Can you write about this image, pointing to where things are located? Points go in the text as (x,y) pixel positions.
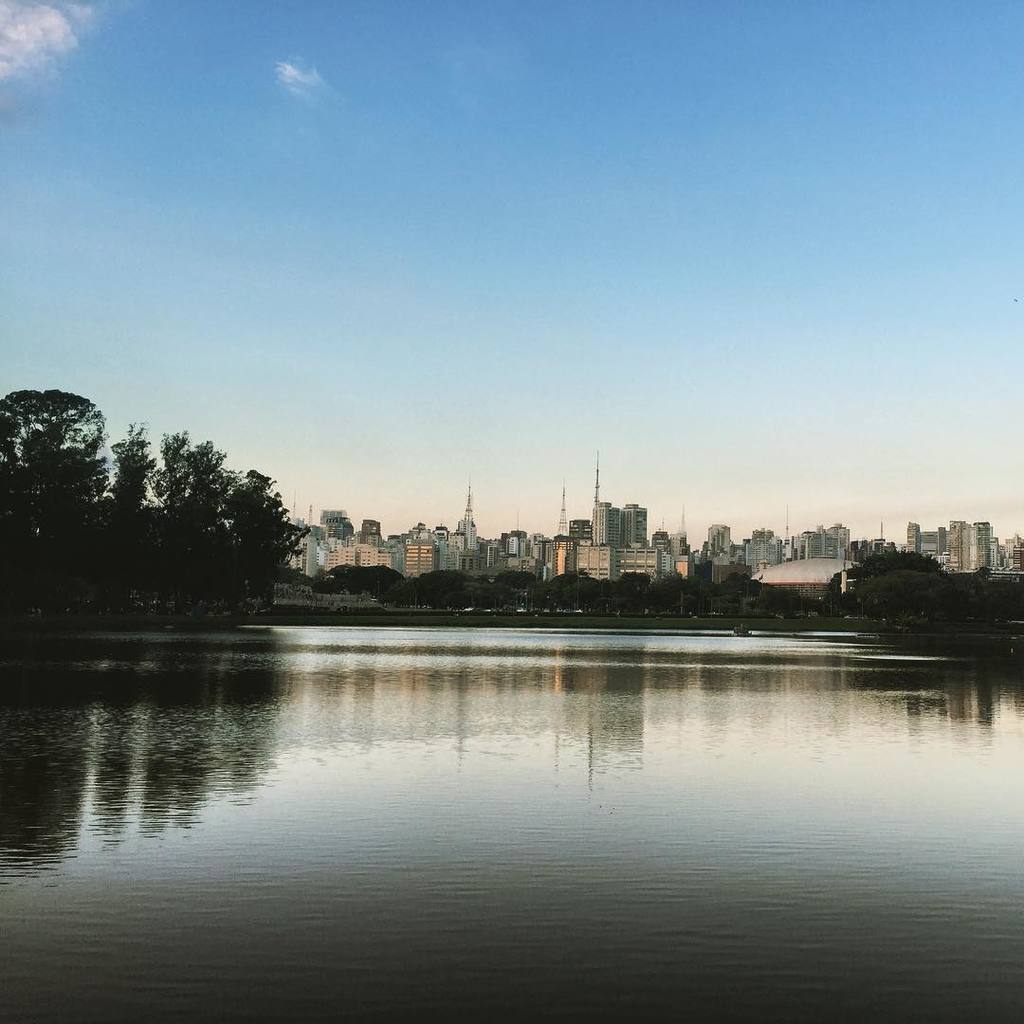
In this picture we can see a river (534,733). There are many buildings (506,545) and trees (163,489) in the middle of the picture (451,574). The sky (442,418) is blue.
